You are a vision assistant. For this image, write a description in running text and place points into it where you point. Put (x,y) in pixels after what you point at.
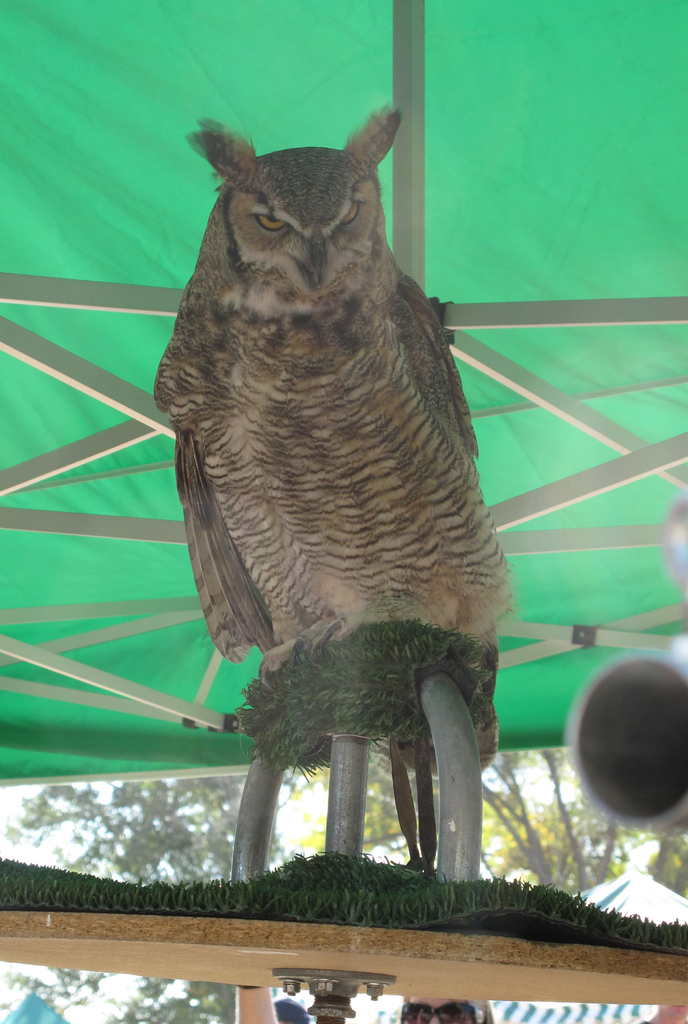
In this image we can see an owl (268,404) sitting on a metal rod (351,801).
